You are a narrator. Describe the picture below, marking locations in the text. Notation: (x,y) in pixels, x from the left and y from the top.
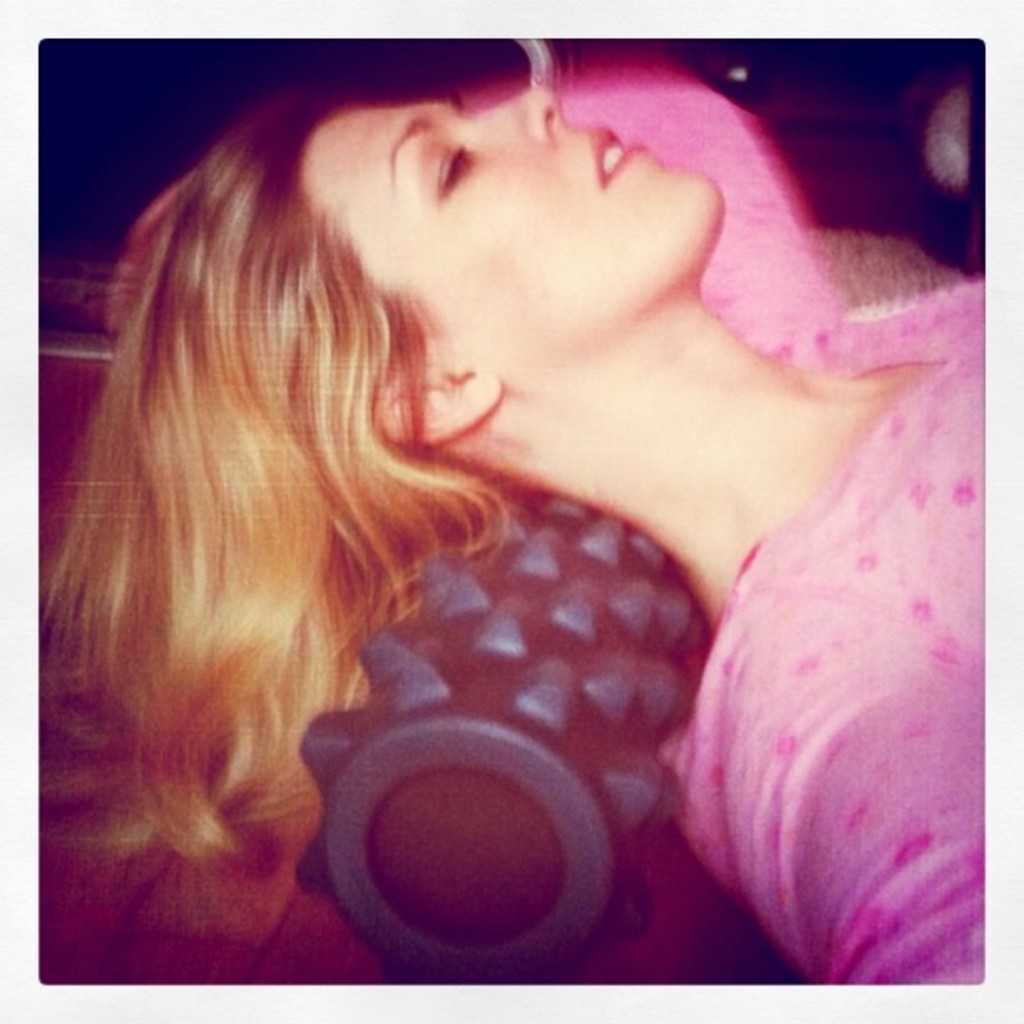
In this image we can see a picture (677,324) in which we can see a woman (687,236) lying on a roller (566,646).
